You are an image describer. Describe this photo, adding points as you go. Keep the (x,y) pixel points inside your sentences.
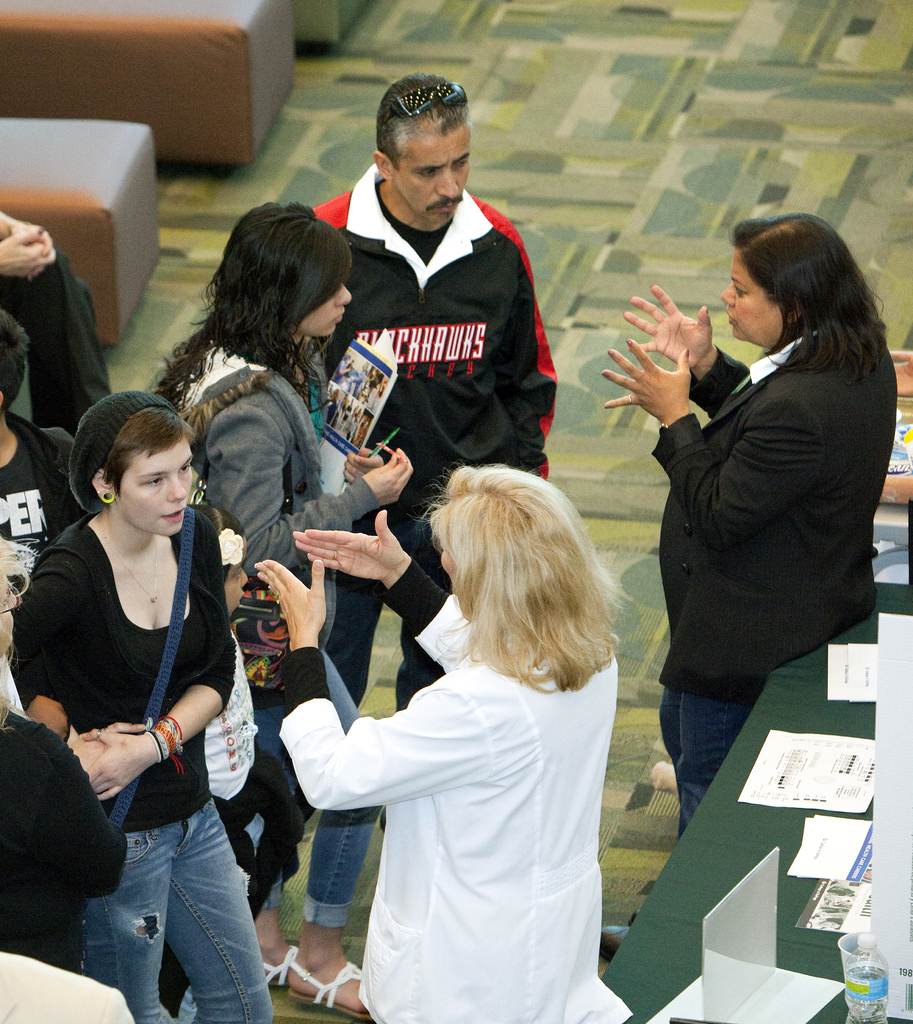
In this image I can see number of persons (528,514) are standing and a green colored table (721,822). On the table (752,818) I can see few papers (816,782), a bottle (867,993) and few other objects (732,903). In the background (184,98) I can see few brown colored objects (192,86) and the floor (606,149).
